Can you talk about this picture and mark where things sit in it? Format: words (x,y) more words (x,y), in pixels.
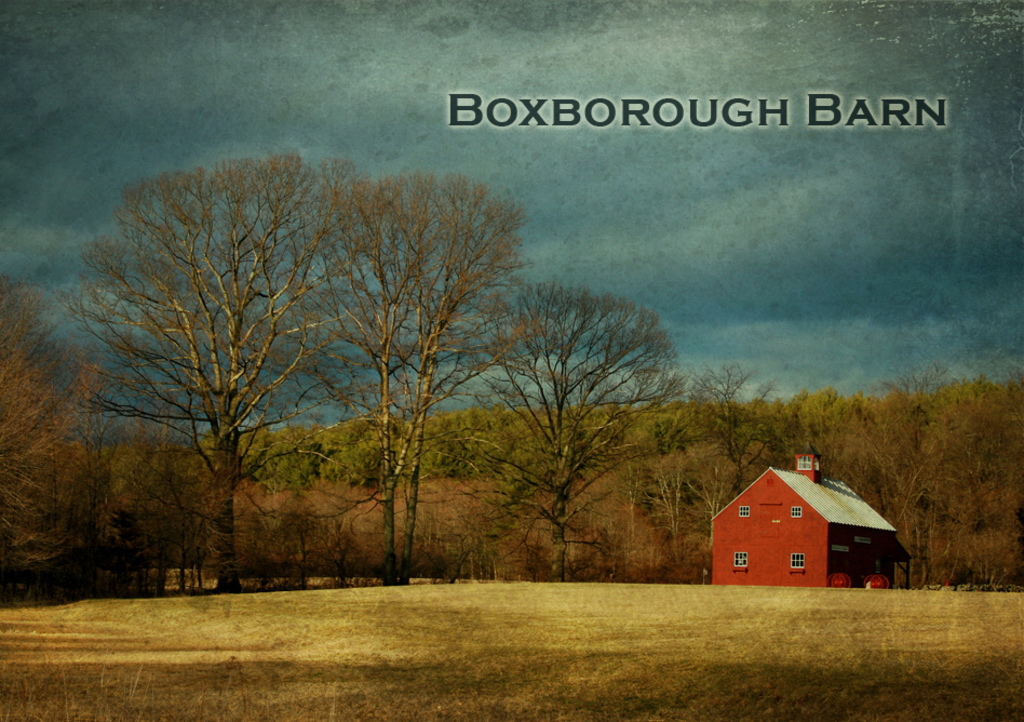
In this image, we can see trees (609,358), hills (708,425) and a shed (780,539). At the bottom (475,678), there is ground (566,682) and at the top (633,96), we can see some text (744,115).
